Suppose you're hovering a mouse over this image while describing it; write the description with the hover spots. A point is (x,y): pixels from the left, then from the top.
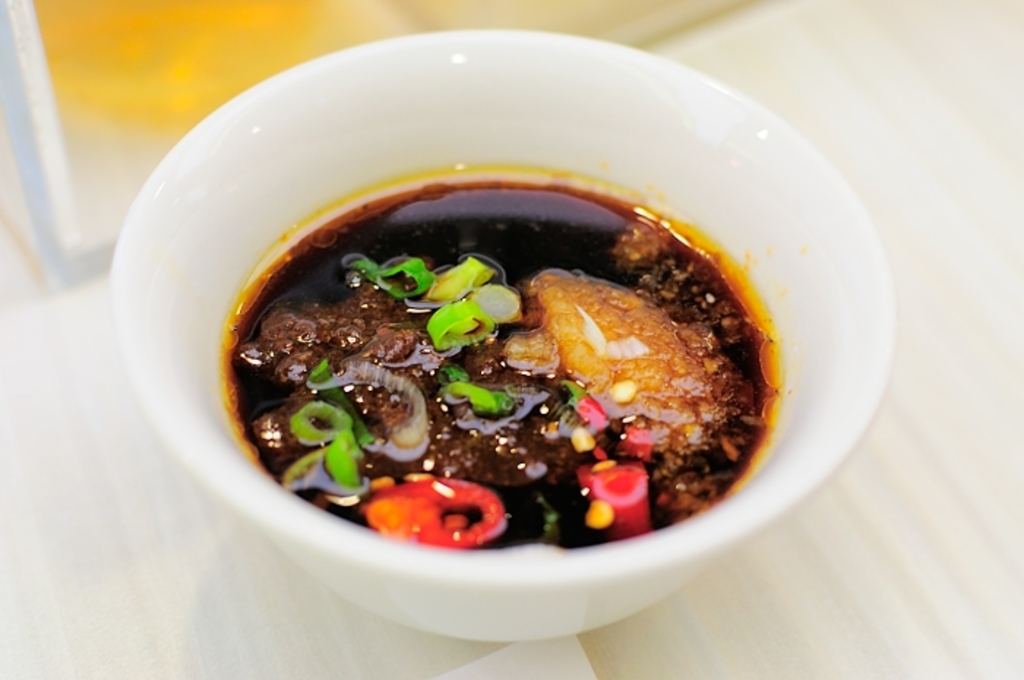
In this image we can see food (761,389) in a bowl (621,569) which is on the platform (982,624).
